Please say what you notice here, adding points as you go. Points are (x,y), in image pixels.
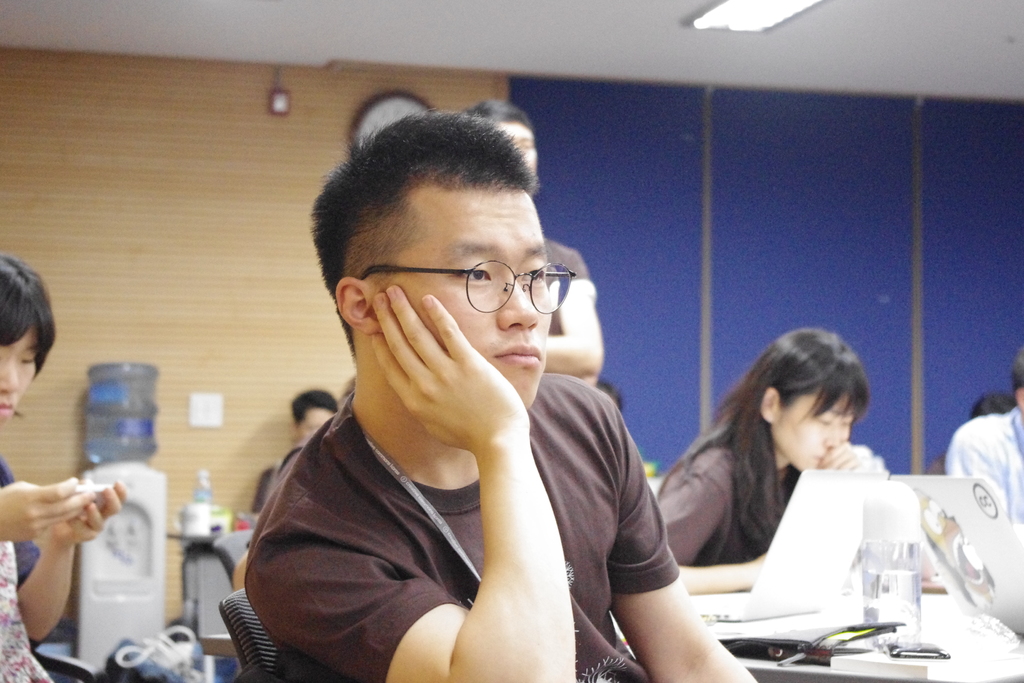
In this picture I can see there is a man (271,622) sitting on the chair (256,619), he has spectacles (408,272) and is looking at right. There is a woman (767,501) sitting at the right side (738,553) and there is a table (941,614) in front of them, there are laptops (824,602), water bottle (885,589) and a few more things (844,634) on the table (820,618). Onto left there is a person (72,500) sitting and operating a mobile phone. In the backdrop (125,533) there is a water filter (121,427), there is a man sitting beside it. There is a wall (205,463) in the backdrop (282,389), there are few lights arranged to the ceiling (867,36).
